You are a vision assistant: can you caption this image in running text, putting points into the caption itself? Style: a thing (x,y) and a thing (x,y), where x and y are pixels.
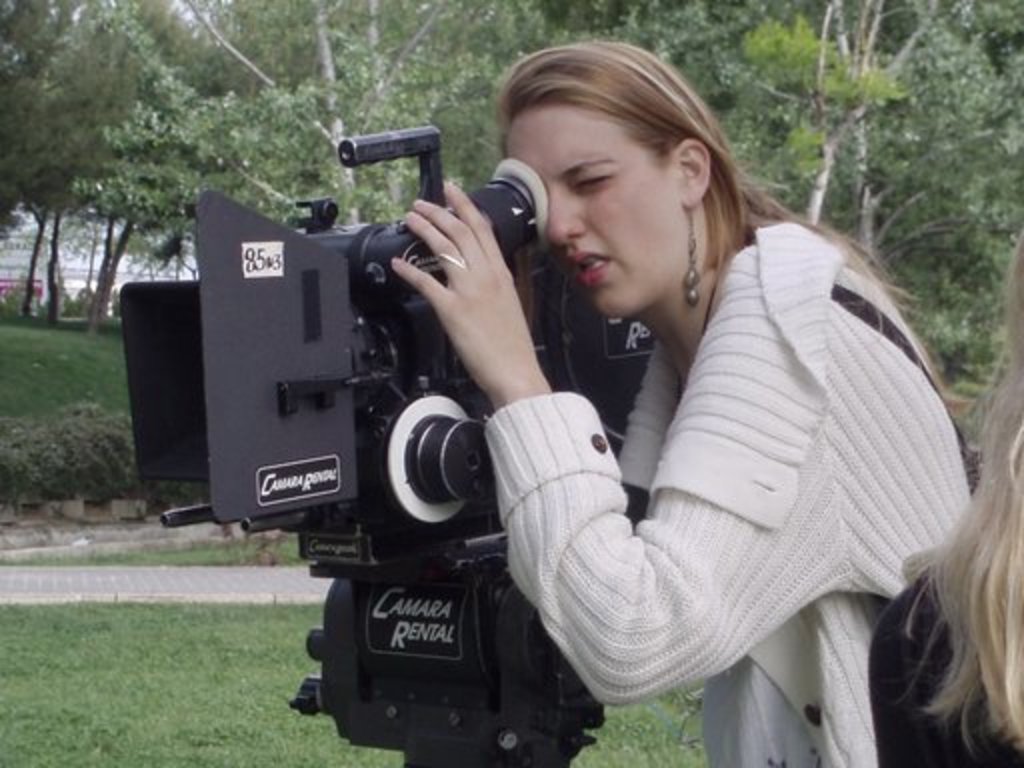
a person (758,615) is standing wearing a white dress (767,558) watching into a camera (417,479). which is on the grass (136,635). behind them there are trees (729,86).
